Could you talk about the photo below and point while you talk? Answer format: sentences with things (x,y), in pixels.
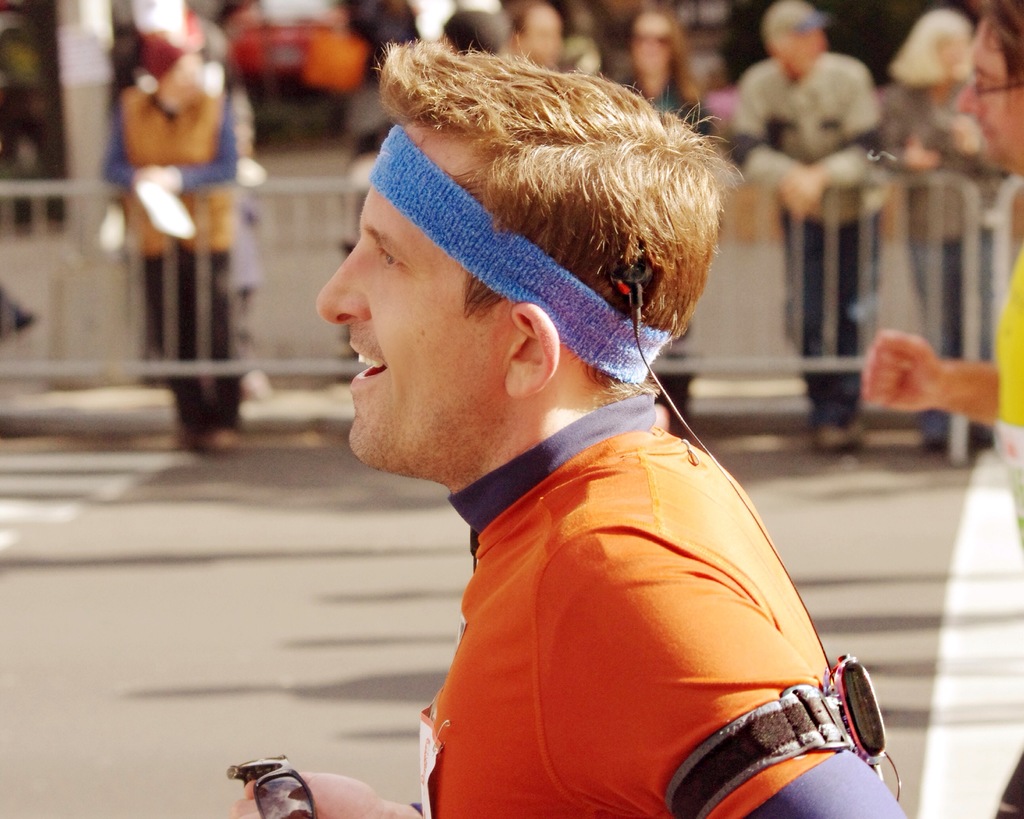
This image consists of a man (564,608) wearing an orange T-shirt (583,718) is running. In the background (812,50), there are many people (767,126) standing behind the fence (40,245). At the bottom (182,664), there is a road (376,540). The background (39,145) is blurred. On the right (1014,392), we can see a man (1005,137) wearing a yellow T-shirt (1005,377) is running.
